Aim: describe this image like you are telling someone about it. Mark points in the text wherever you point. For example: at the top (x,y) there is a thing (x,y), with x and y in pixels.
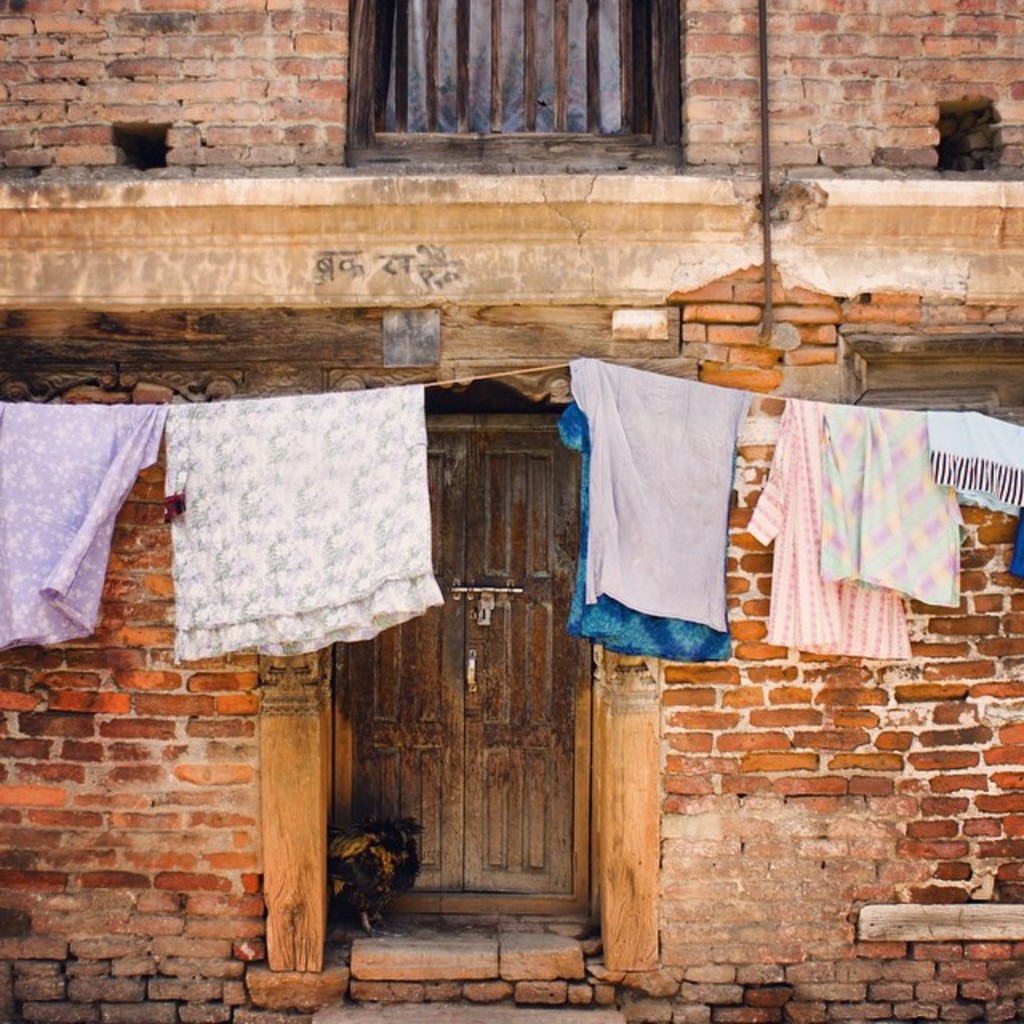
In this image we can see a brick wall (129,796) and a wooden door (473,763). Top of the image (487,108) window (487,108) is there. In front of the wall (805,395) clothes (341,509) are hanging on a rope (416,385).
